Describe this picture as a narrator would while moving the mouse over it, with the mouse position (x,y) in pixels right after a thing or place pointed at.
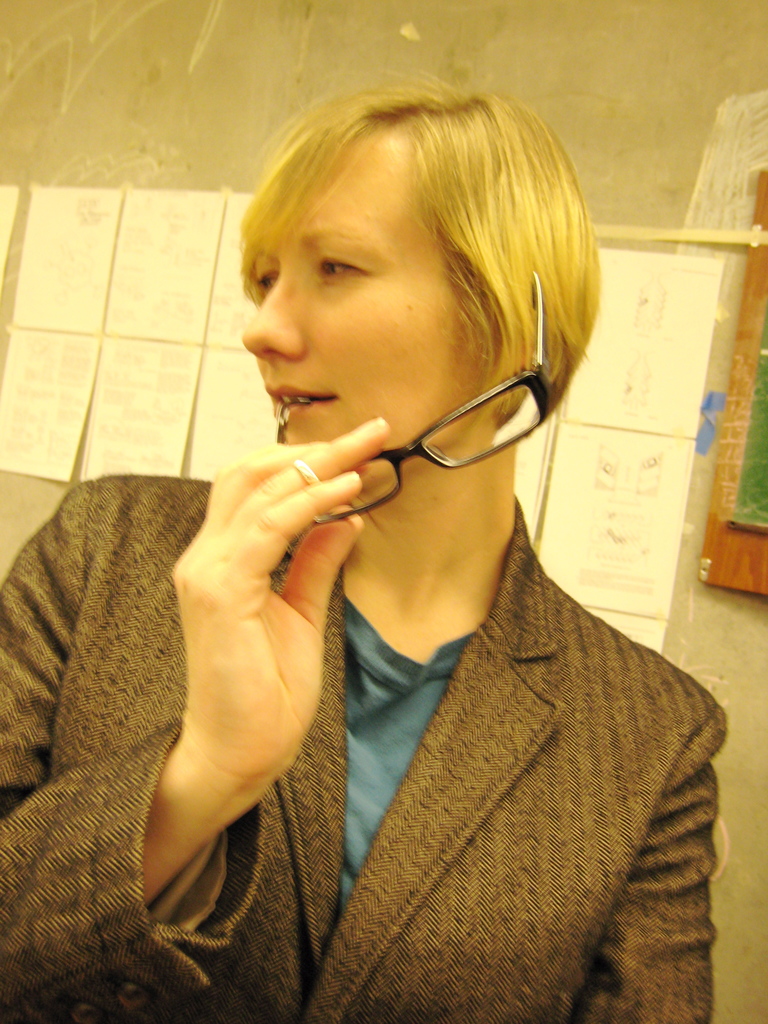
In this picture we can see a woman (491,544) holding a spectacle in her hand (244,517) and keeping in her mouth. There are few papers (44,476) and a frame (714,551) on the wall (692,532).
